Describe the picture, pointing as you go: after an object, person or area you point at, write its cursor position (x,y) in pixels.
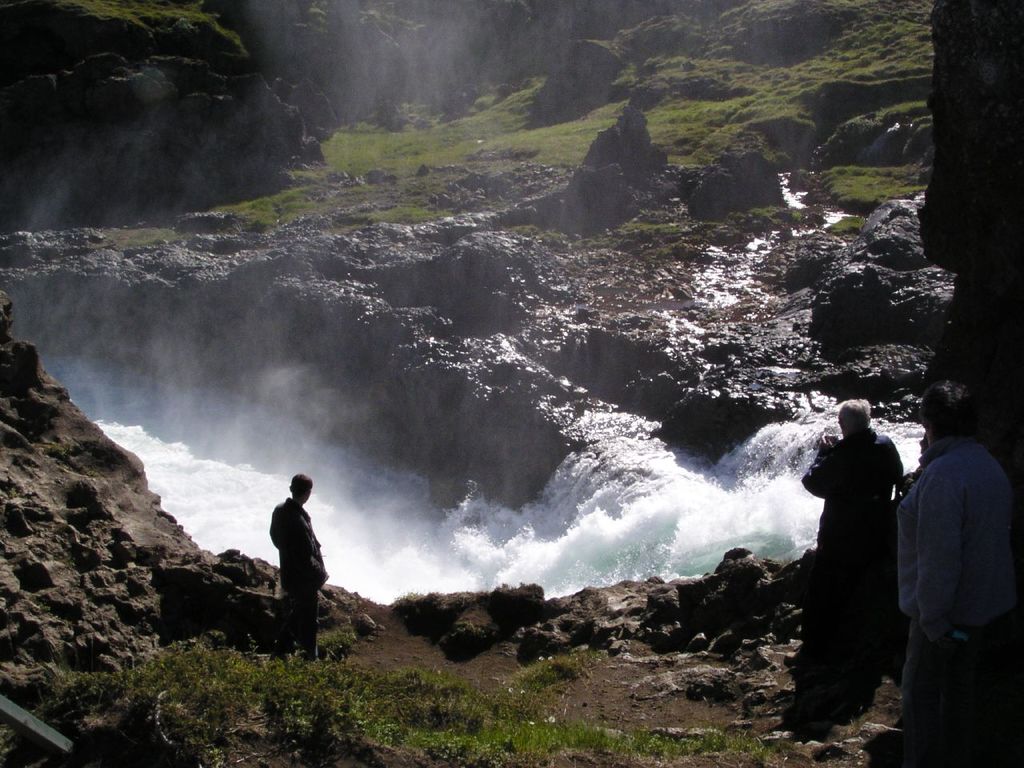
In this picture there is water (683,493) in the center of the image (674,506) and there are people (307,546) at the bottom side of the image (802,592), there are rocks (802,563) around the water (333,569) and there is grassland (251,681) in the image.
